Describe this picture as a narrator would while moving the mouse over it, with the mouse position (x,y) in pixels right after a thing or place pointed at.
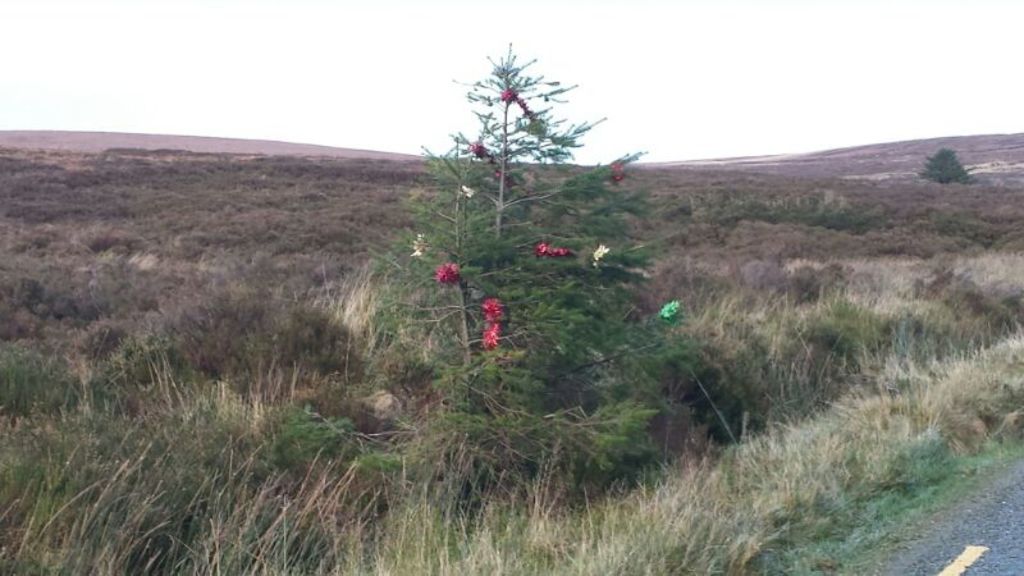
In this image I can see few multi color objects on the tree (557,276) and I can see few plants (265,251) and trees (559,313) in green color. In the background (550,60) the sky (259,59) is in white color.
